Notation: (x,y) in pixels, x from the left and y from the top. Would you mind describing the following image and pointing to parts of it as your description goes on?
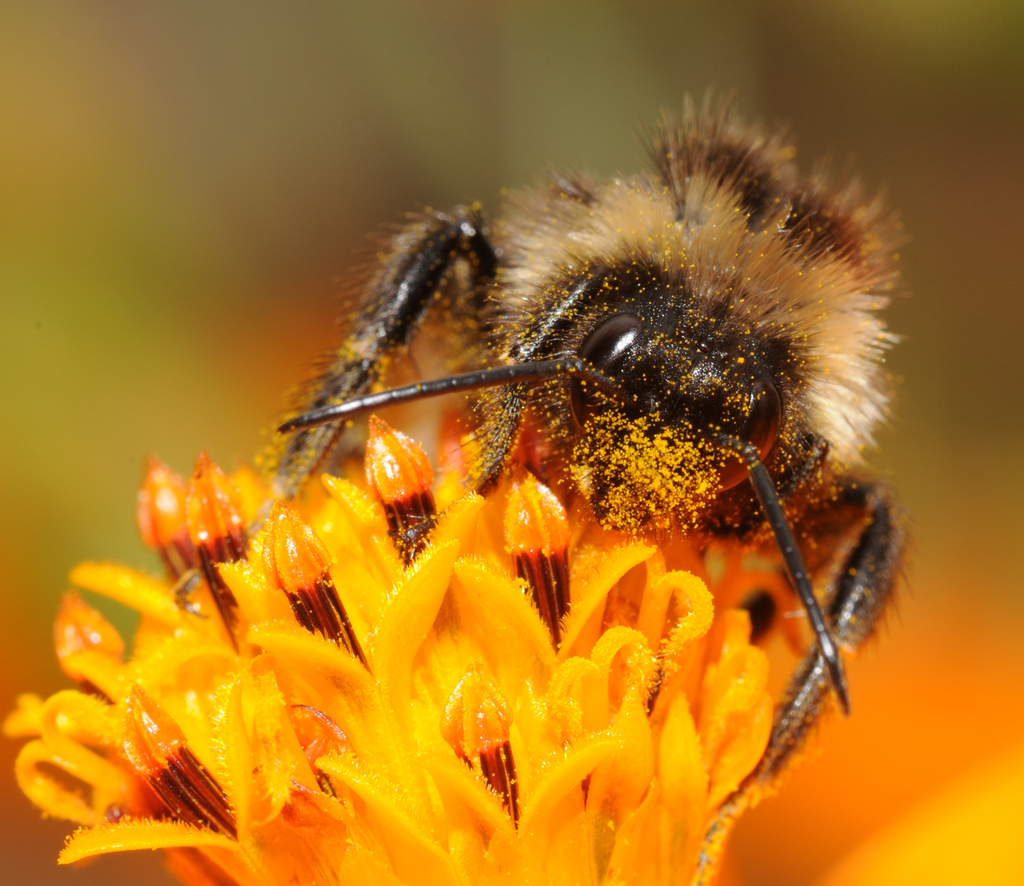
The picture consists of a bumble bee (728,472), on an orange color flower (382,708). The background is blurred.
